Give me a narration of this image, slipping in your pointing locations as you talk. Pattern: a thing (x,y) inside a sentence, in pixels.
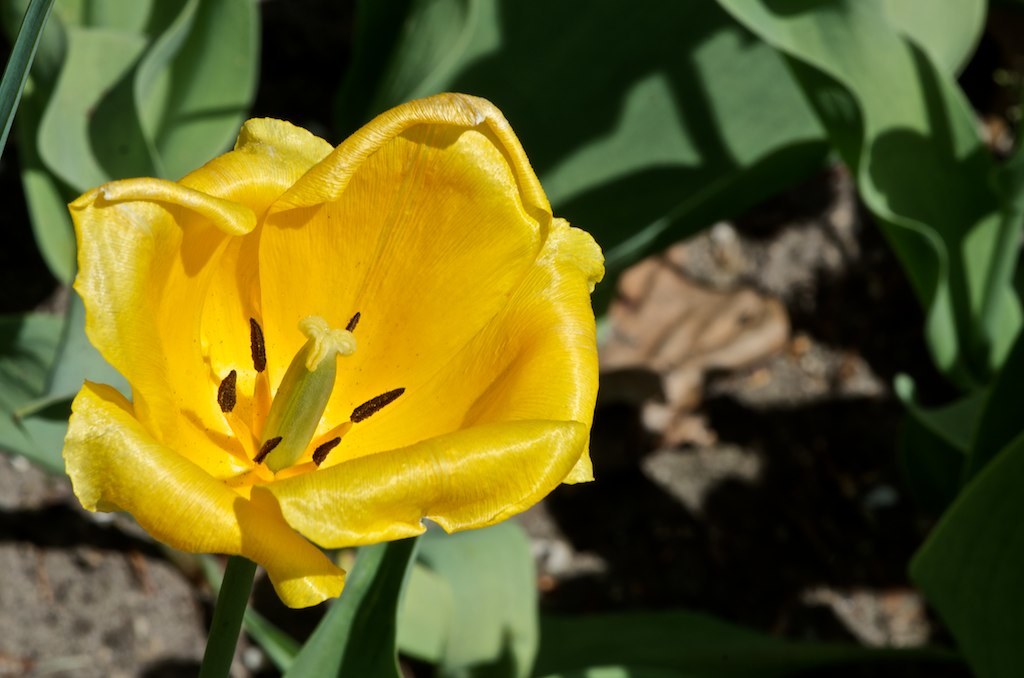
In this image there is a flower (275,294), behind the flower (307,160) there are leaves (512,119).
